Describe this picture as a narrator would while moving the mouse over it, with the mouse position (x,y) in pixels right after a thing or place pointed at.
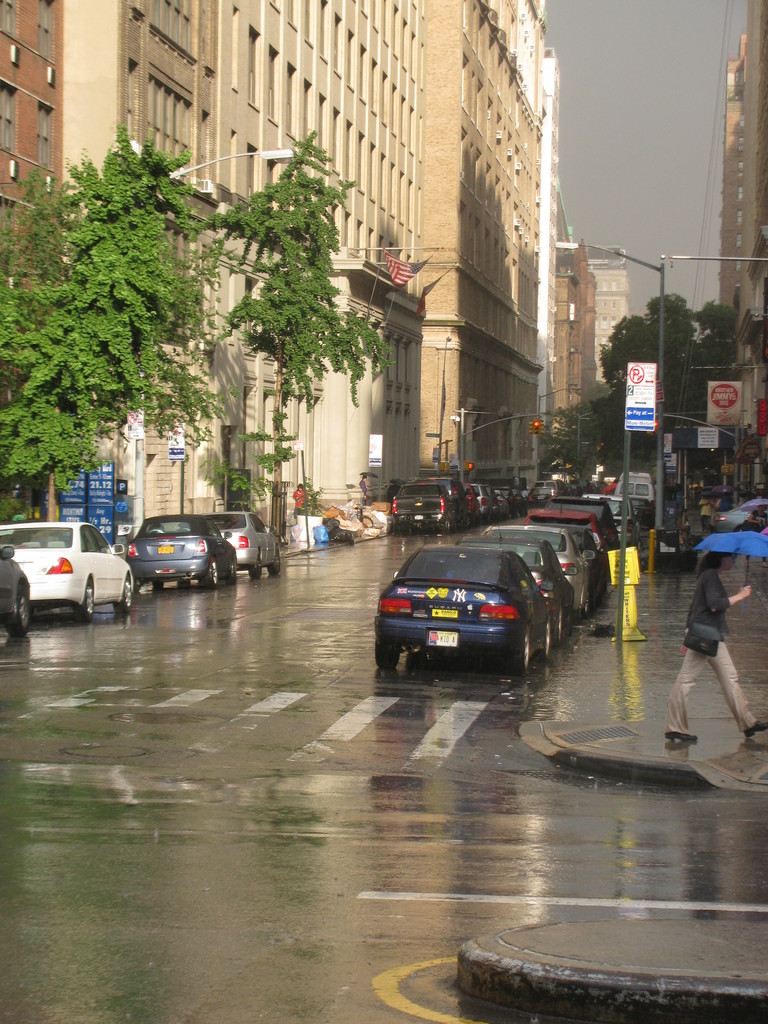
This picture is clicked in the city. In this picture, we see cars (81,566) parked on either side of the road (241,604). The woman (706,559) in black shirt (714,619) is walking in the sideways (704,715). She is holding a blue color umbrella (741,539) in her hands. Behind her, we see street lights (664,413) and hoarding boards (628,406). At the bottom of the picture (187,683), we see the road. On either side of the road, there are trees (135,329) and buildings (724,282). In the right top of the picture (692,174), we see the sky (675,91).
